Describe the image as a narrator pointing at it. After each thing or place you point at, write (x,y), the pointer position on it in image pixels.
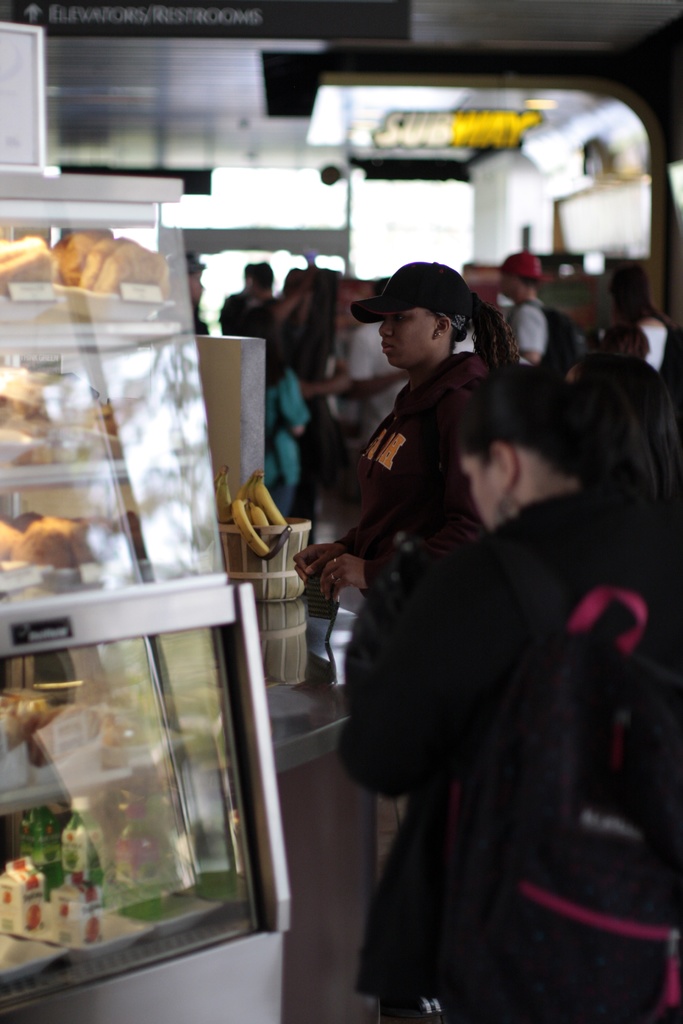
This image is taken in a subway (396,146). There are few people (424,365) visible in this image. On the left (108,419) there are food items (46,558) like puff (114,260), soft drink bottles (35,836) placed in a white glass container (53,506). There are also bananas (256,479) visible in this image. At the top (122,21) there is a text (90,18) on the blackboard (302,20) with direction (30,13).
